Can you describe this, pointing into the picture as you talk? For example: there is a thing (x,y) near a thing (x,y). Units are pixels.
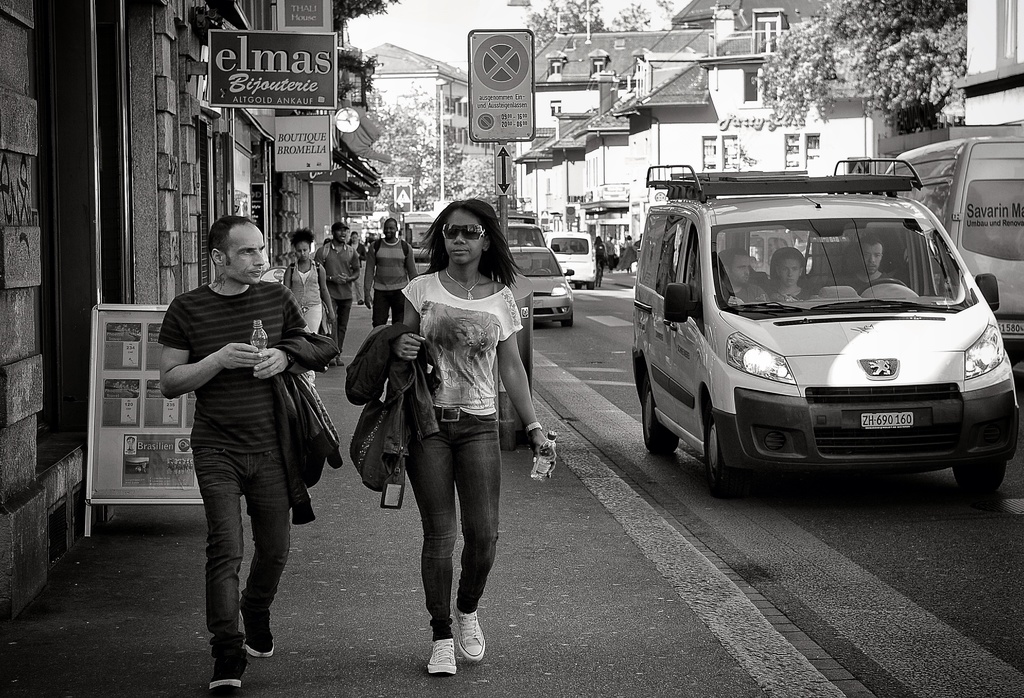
This is a black & white picture. At the top (447,23) we can see sky (458,21). These are building (684,97) trees (933,37). Here we can see a sign board (499,104). On the road (809,503) we can see few persons (479,210) walking and we can also see vehicles (694,375). This is a board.
